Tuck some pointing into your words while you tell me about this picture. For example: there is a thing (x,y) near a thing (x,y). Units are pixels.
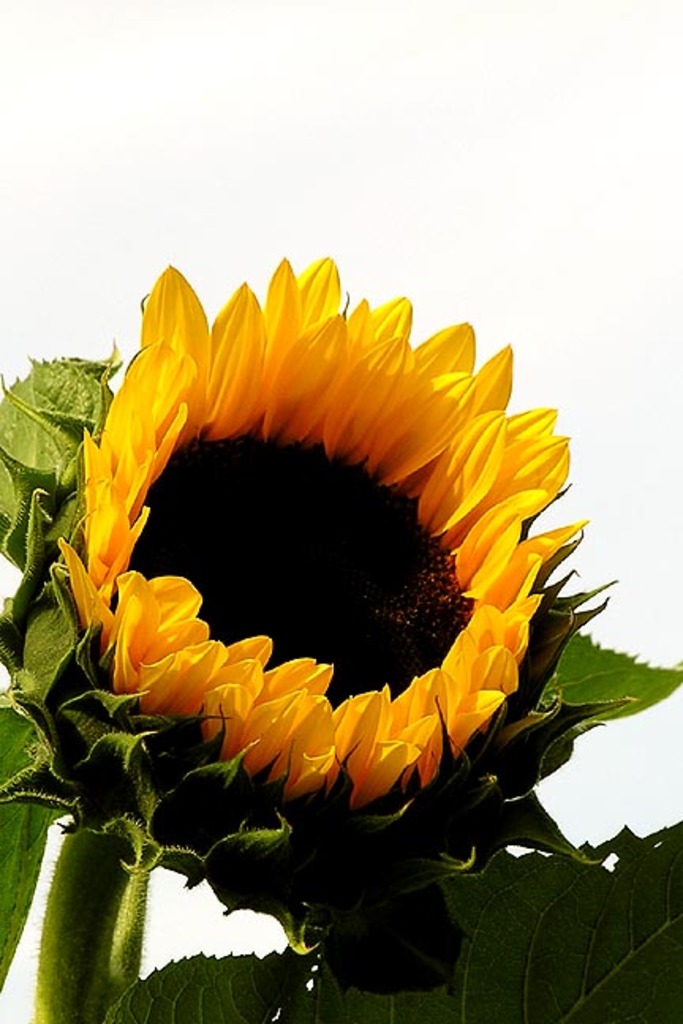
In this picture we can see a flower (291,529) and leaves (586,943).
